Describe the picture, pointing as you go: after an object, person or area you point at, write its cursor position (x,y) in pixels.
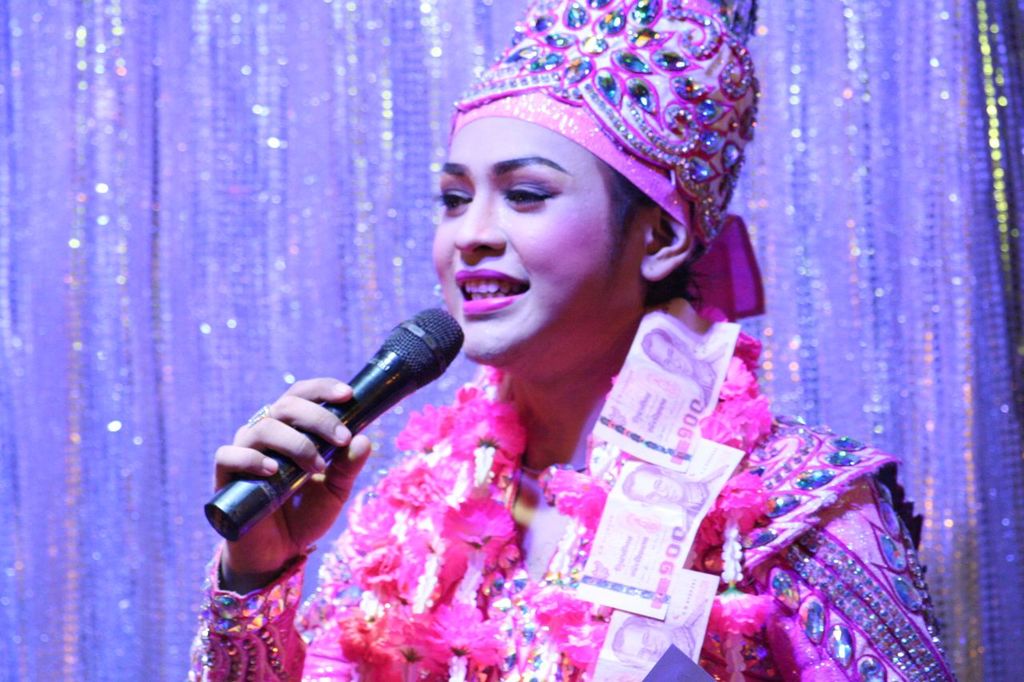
In this picture there is the woman (465,273) standing and speaking and she is holding a microphone (400,332) in her hand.
